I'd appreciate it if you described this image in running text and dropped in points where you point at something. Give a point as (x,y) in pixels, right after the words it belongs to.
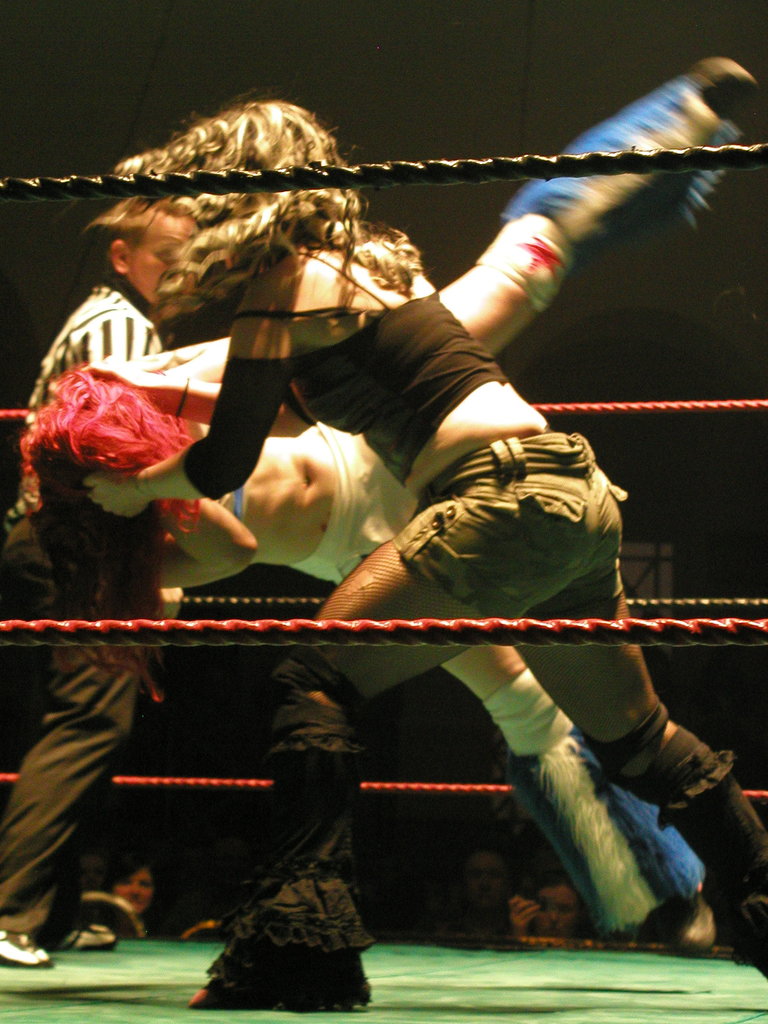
This image consists of 3 persons (52,345). Two are a woman (218,476), one is a man (48,374). One is holding other persons head (96,382).
